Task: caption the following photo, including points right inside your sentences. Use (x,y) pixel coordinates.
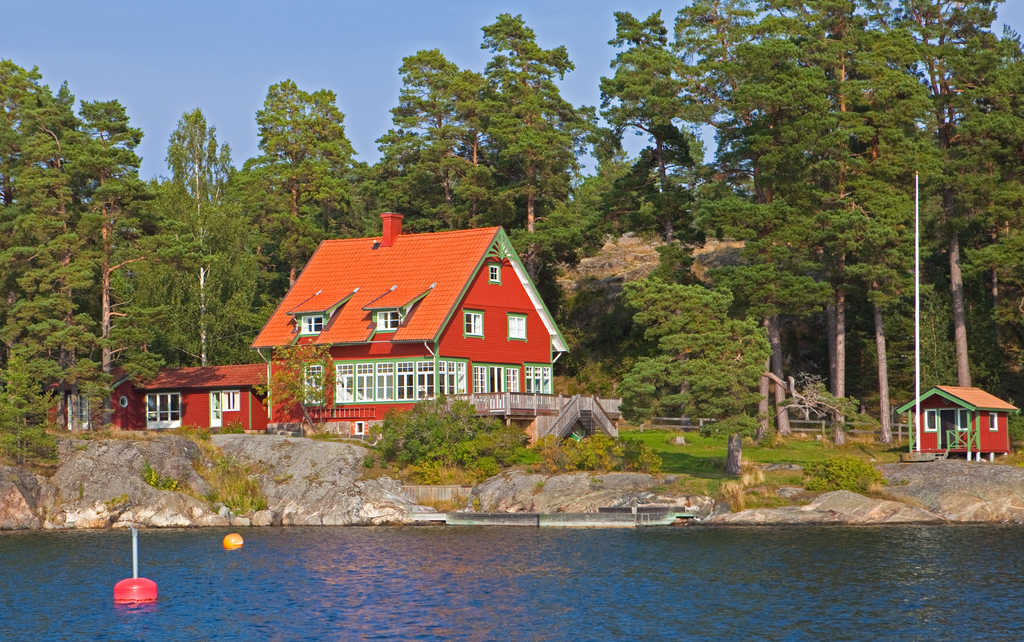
In this image we can see a building (507,356) with roof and windows (473,331). We can also see some grass (423,483), plants (478,459), stones (586,487), a house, a ball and an object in a water body (775,569), a group of trees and the sky (388,93) which looks clear.
